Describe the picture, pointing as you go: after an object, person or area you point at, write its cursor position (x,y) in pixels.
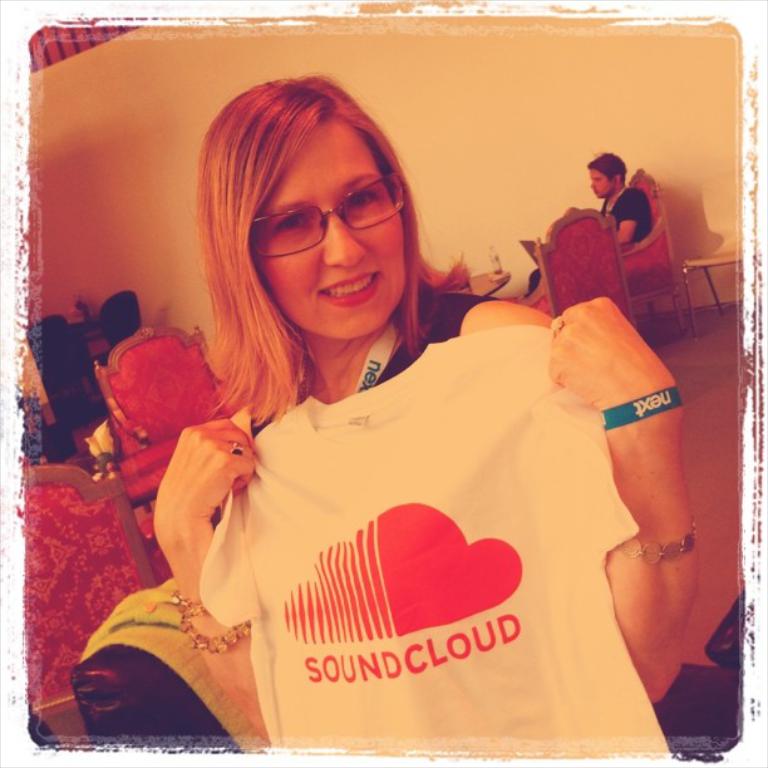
In the foreground (442,479) I can see a woman (603,308) is holding a cloth (493,540) in hand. In the background (190,388) I can see a person (648,224) is sitting in a chair (651,275), tables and chairs (160,396) on the floor (726,429). At the top (99,149) I can see a wall (121,103). This image is taken may be in a hall (695,255).
